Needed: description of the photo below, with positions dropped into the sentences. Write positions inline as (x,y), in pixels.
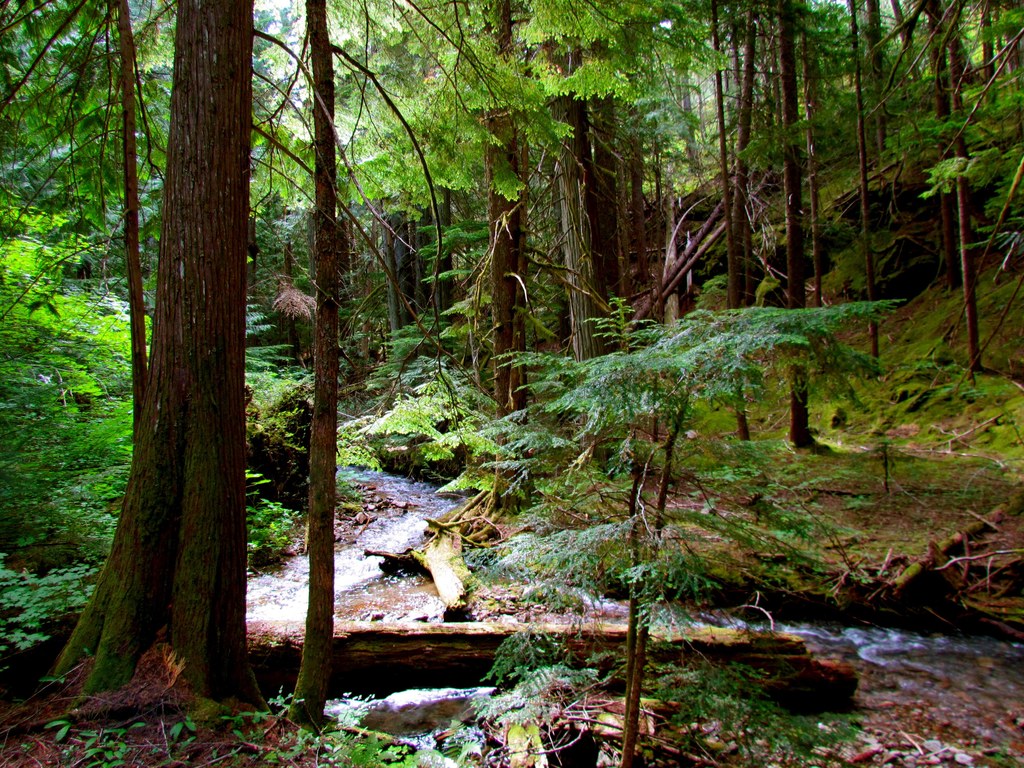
In this image we can see water (937,706), ground (876,468), plants (473,454), and trees (468,375).
